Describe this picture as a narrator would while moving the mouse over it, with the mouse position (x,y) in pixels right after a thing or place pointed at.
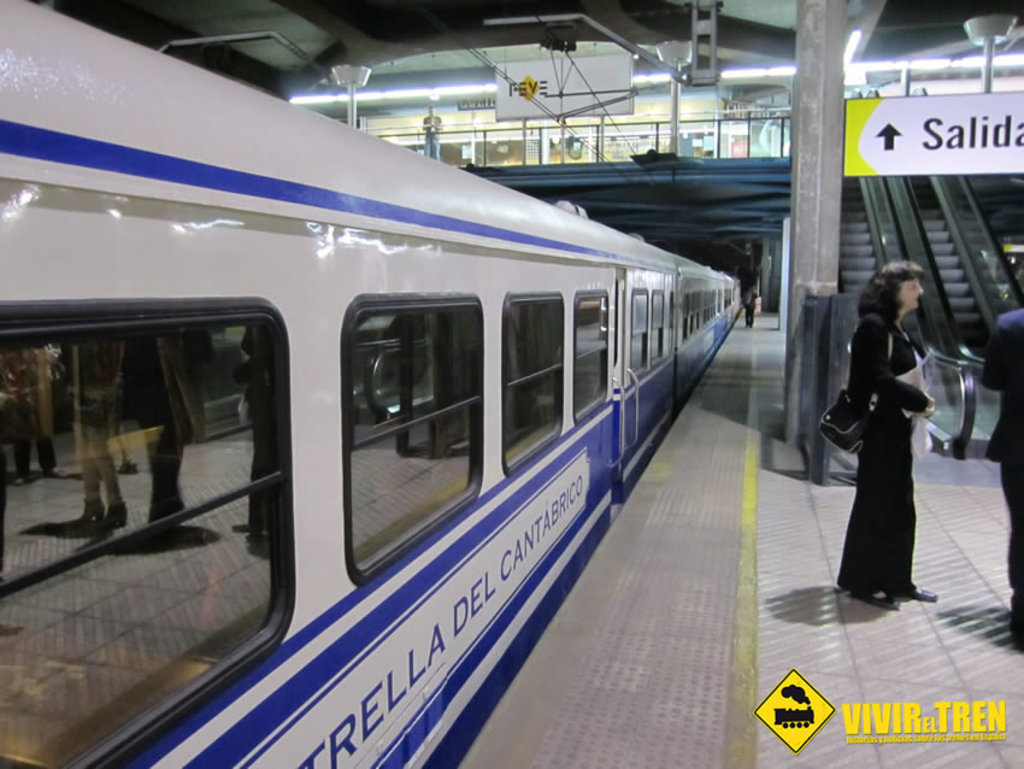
In this image, we can see train (522,265). There are two persons (873,364) standing in front of the escalator (954,264). There is a board (898,130) in the top right of the image (912,142). There is a person (432,134) standing on foot over bridge (672,173) which is at the top of the image (673,130). There is a text (955,722) in the bottom right of the image (910,709).
